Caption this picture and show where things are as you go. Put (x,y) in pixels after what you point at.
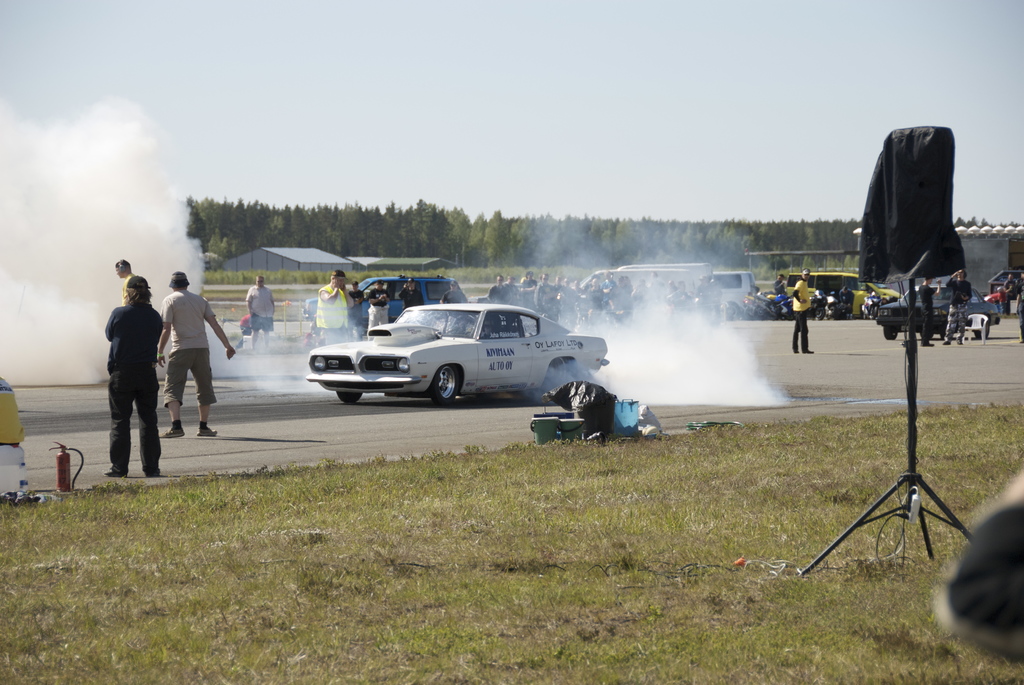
In this picture there is grassland (658,473) at the bottom side of the image (708,529) and there are cars (851,280) and people (263,298) in the center of the image (378,312), there are trees (782,245) and houses (294,254) in the background area of the image (349,226).
